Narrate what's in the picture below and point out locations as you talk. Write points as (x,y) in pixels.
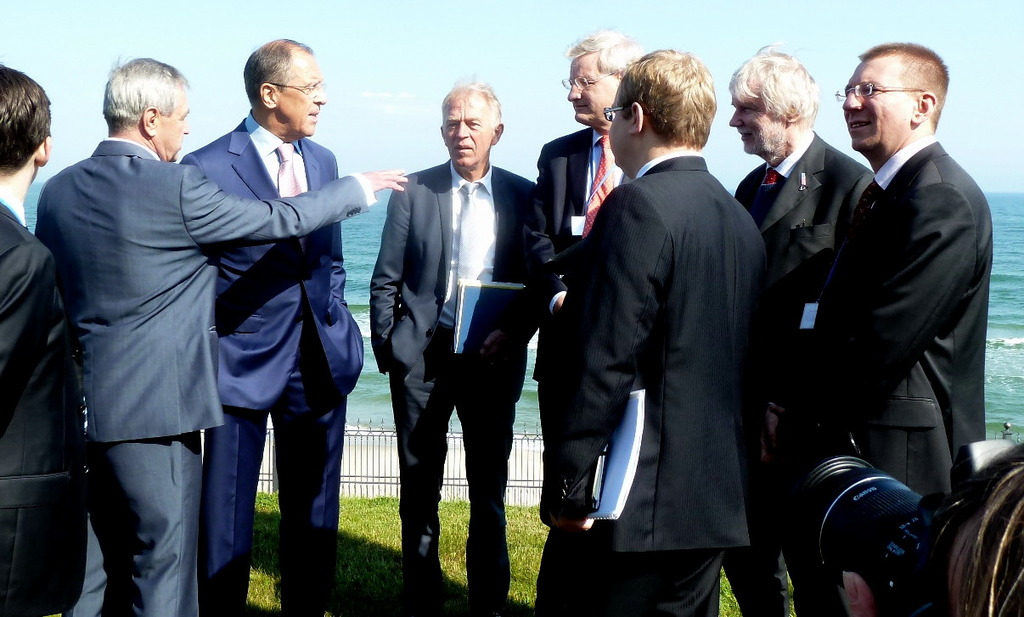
In the picture there are many people (409,273) standing and talking, some people (469,490) are catching the books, behind them there is an iron pole fence (449,496), there is water (1010,374), there is a clear sky (232,114).
